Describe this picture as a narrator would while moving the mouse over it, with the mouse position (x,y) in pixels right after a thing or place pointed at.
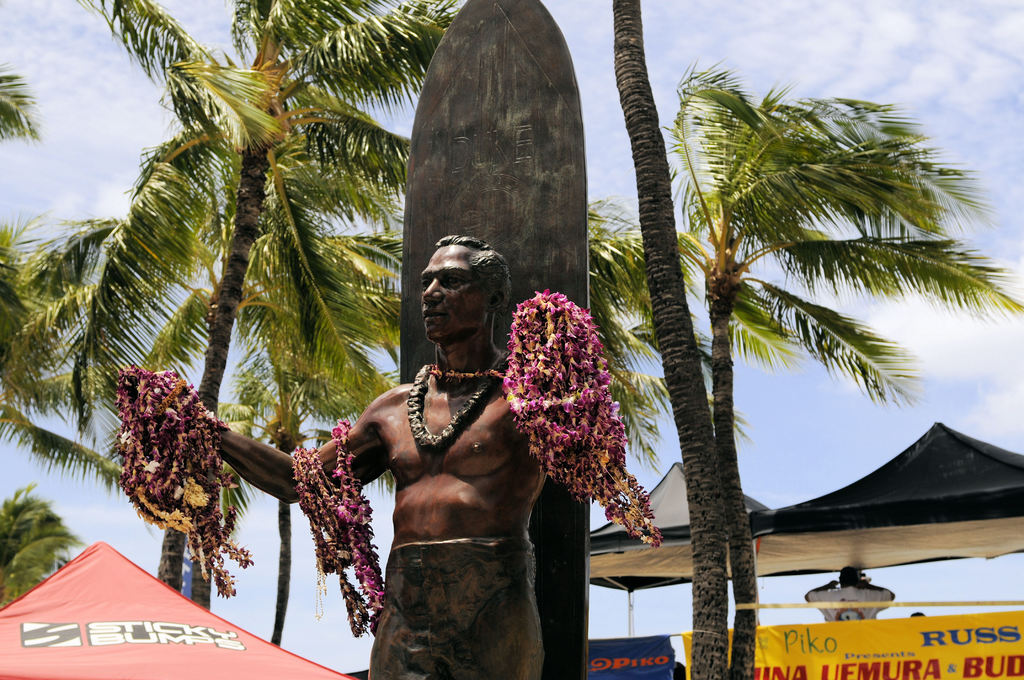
There is a sculpture (463,411) of a man (241,445) and there are many garlands (209,428) on the sculpture (474,489), behind the sculpture (398,419) there are few tents (681,525) and banners (762,626) and in between them there are very tall trees (759,334).
